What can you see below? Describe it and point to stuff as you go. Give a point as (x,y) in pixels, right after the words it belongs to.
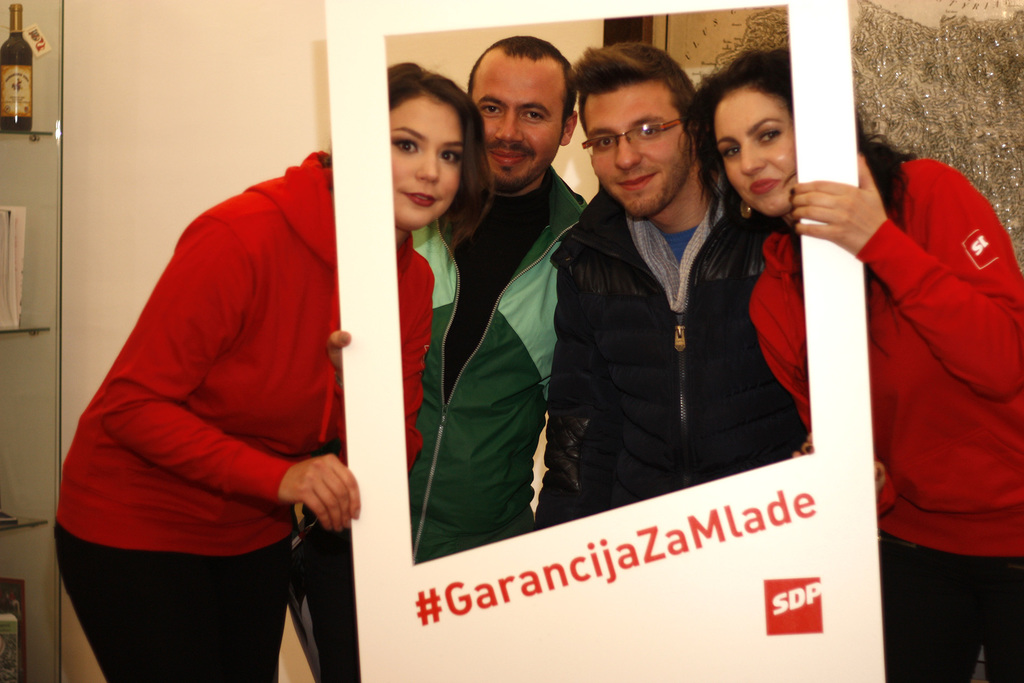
In this image I see 2 women (916,417) who are wearing red top (938,429) and black pants (190,646) and I see men (440,418) who are wearing jackets (555,325) and I see that these 2 women (190,278) are holding a white board (411,526) on which there are words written and in the background (92,148) I see the wall (87,3) and I see a bottle (32,79) over here.
